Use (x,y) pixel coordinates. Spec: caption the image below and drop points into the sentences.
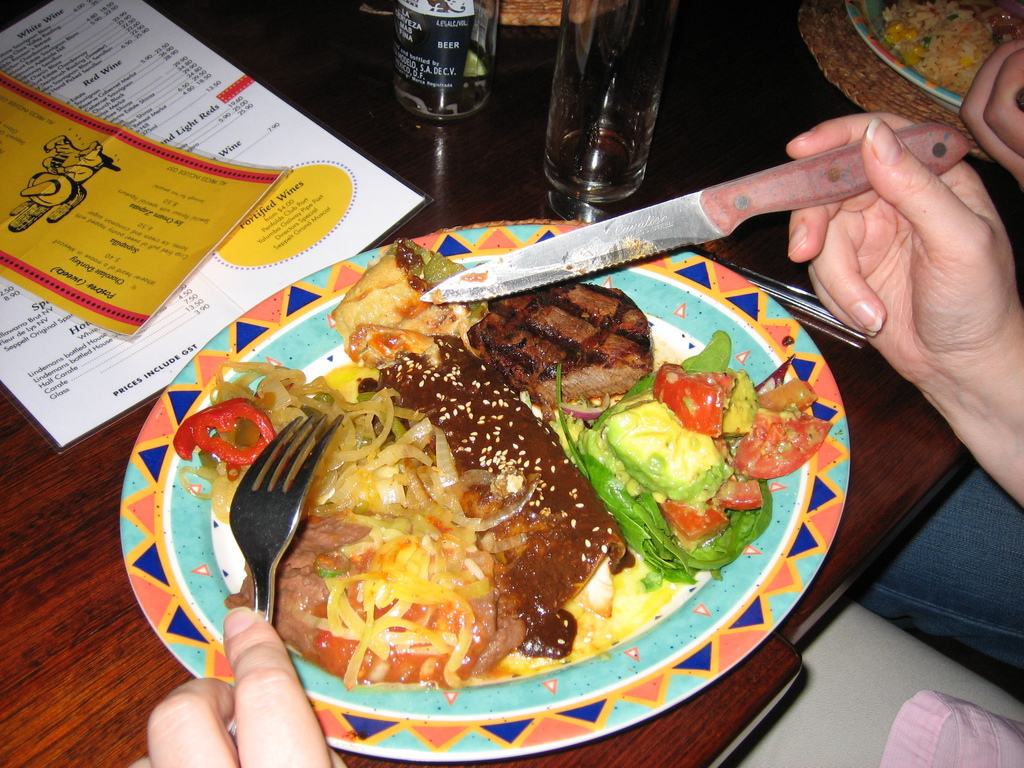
In this picture there is a person (960,731) sitting and holding the fork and knife (603,251) and there is a person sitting and holding the fork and there are different food items (540,447) on the plates (742,323). There are plates (909,77), tables mats (860,52), glasses (627,92) and papers (178,164) on the table (1,663) and there is text (234,140) on the papers (249,137) and on the glass (427,74).
